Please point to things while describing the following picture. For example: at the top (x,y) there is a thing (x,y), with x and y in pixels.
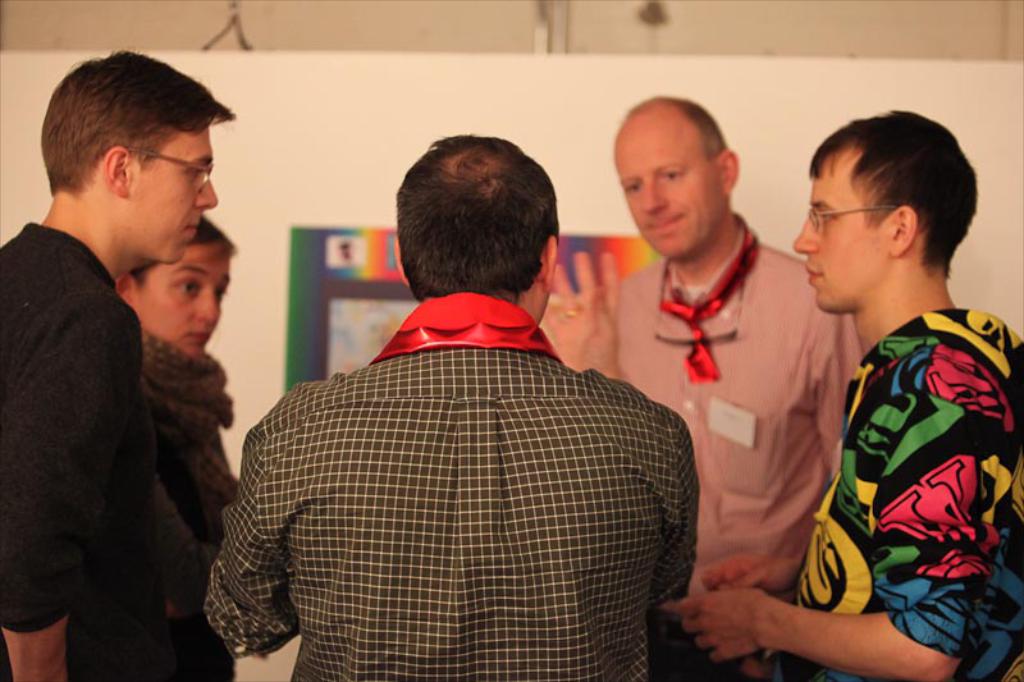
In this image we can see these persons (863,250) are standing in the circle. The background of the image (304,311) is slightly blurred, where we can see a board (368,292) and the wall (402,141).
